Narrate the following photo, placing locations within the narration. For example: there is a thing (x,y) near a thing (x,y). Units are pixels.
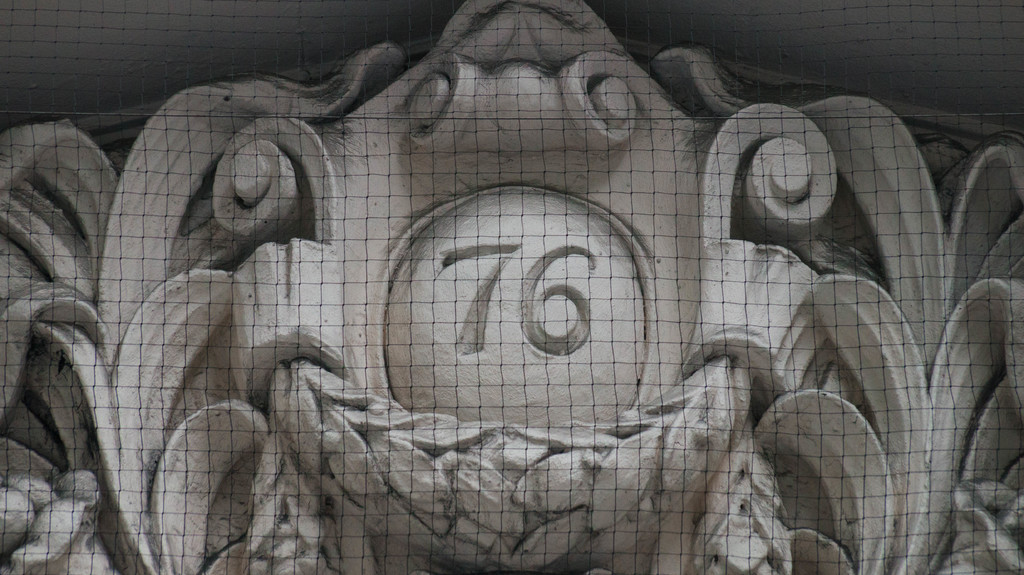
In this picture I can see there is sculpture (582,418) and there is a number (533,324) written on it. There is a fence (523,316) in front (510,328).
